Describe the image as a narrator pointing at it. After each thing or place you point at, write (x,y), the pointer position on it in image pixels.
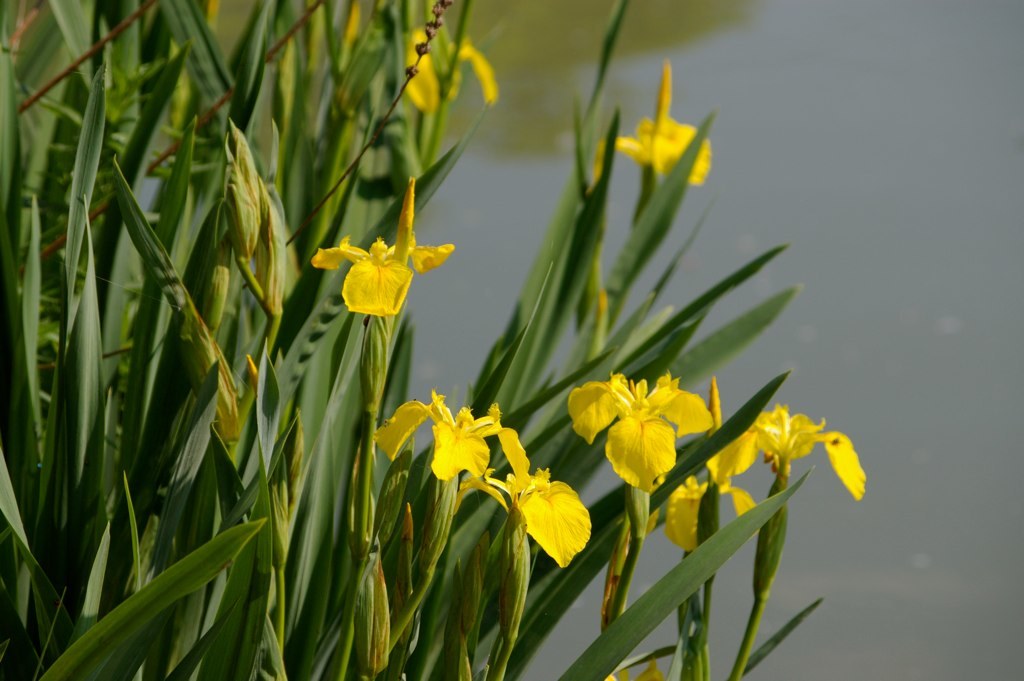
In the image in the center (669,436) we can see plants (295,498) and yellow flowers (491,424). In the background (713,104) we can see water (712,139).
